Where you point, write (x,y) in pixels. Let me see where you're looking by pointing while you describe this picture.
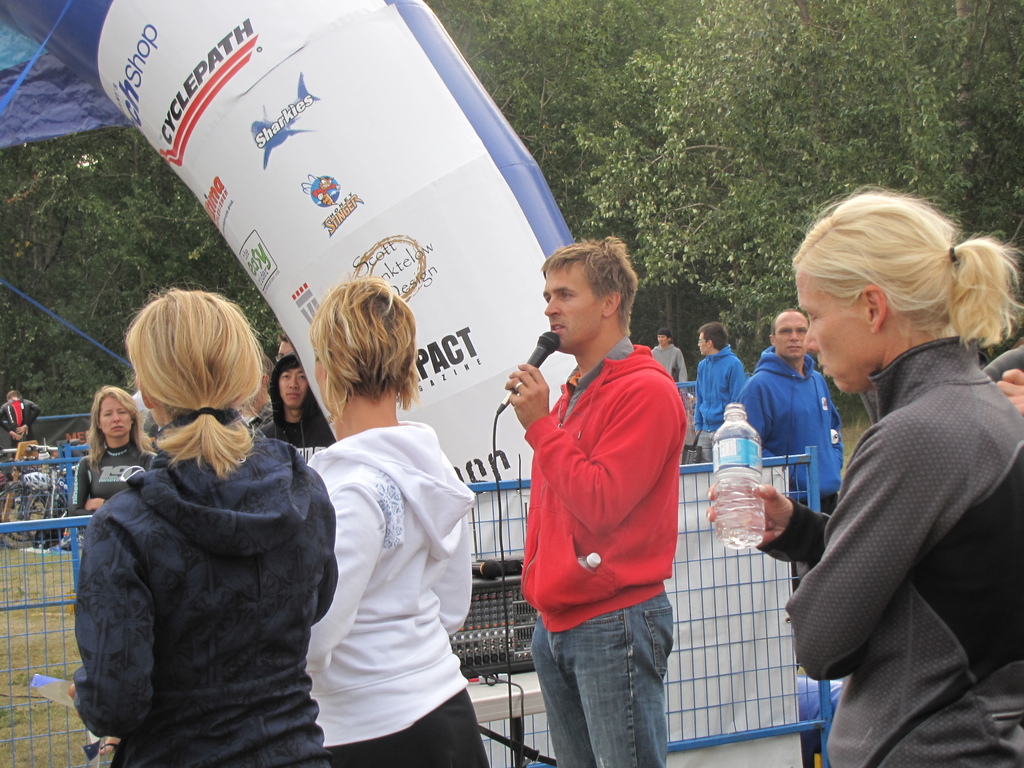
In this picture we can see some people (384,546) are standing and a person (590,444) in the red jacket (568,472) is holding a microphone (545,362) and a woman (829,608) is holding a bottle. Behind the people (231,566) there is an inflatable object (350,208), fence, trees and other things (0,436).
